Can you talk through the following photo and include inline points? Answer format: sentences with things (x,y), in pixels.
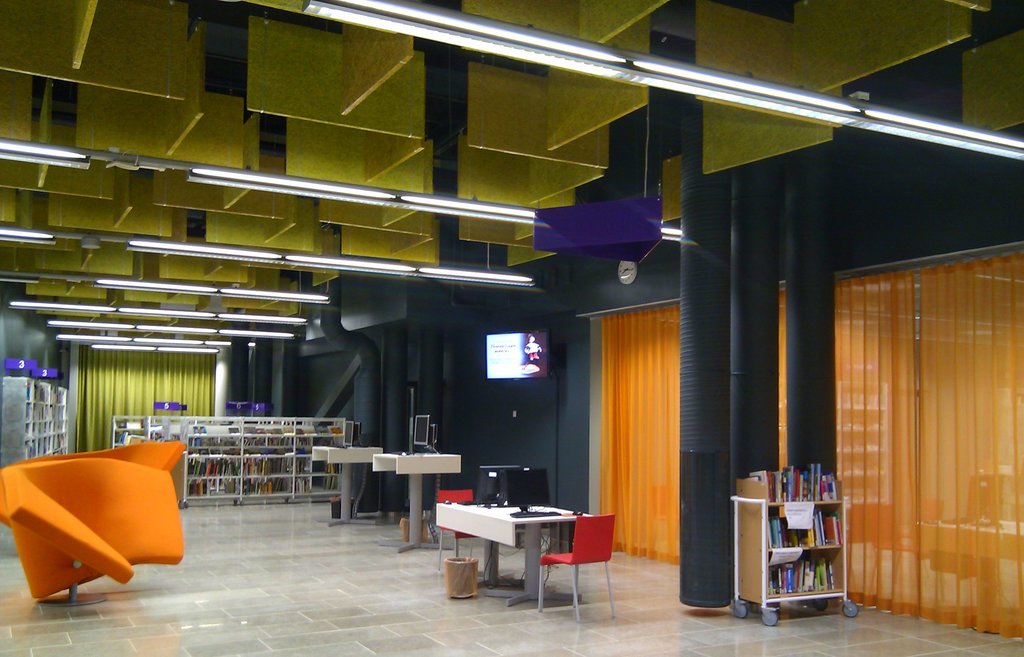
In this image we can see some monitors (521,496) placed on tables (545,517), we can also see some trash bins (467,584) and some objects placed on the ground (907,626). In the background (856,538), we can see some objects (291,450) placed on racks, curtains (875,535) and some pipes (789,240). In the center of the image (541,375) we can see a television (548,357) and a clock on the wall (612,296). On the right side of the image (824,549) we can see group of books (811,572) placed in racks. At the top of the image (415,71) we can see some boards (415,71) and lights (418,24) on the roof (597,111).
